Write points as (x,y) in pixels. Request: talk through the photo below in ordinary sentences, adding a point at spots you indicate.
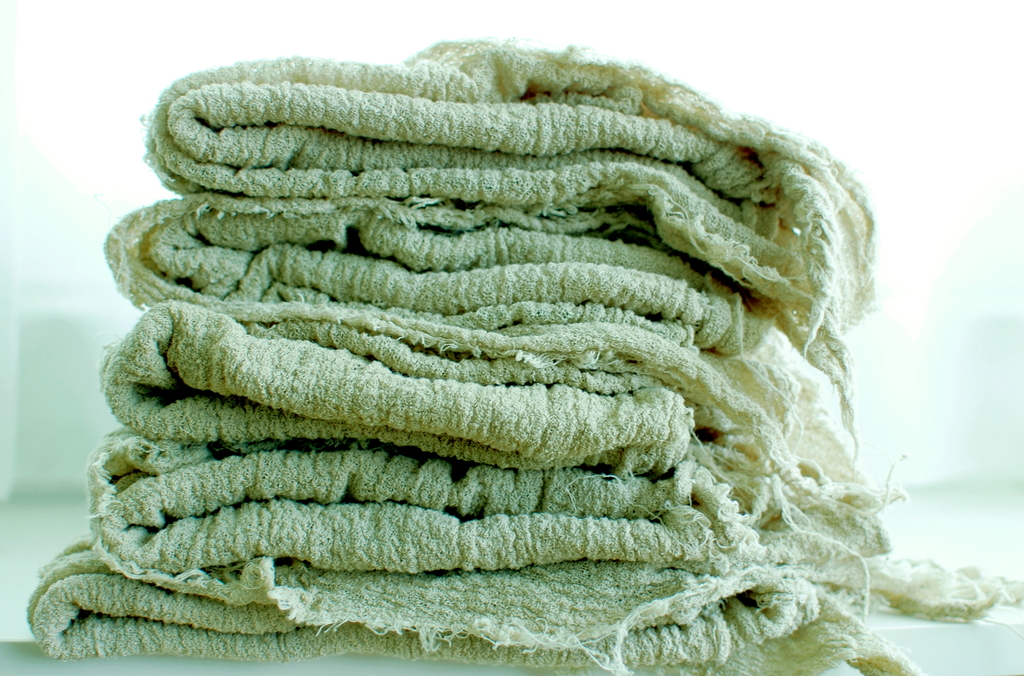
In this image in the middle (386,354), there are clothes (506,351). At the bottom (50,525) there is a floor (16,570).
